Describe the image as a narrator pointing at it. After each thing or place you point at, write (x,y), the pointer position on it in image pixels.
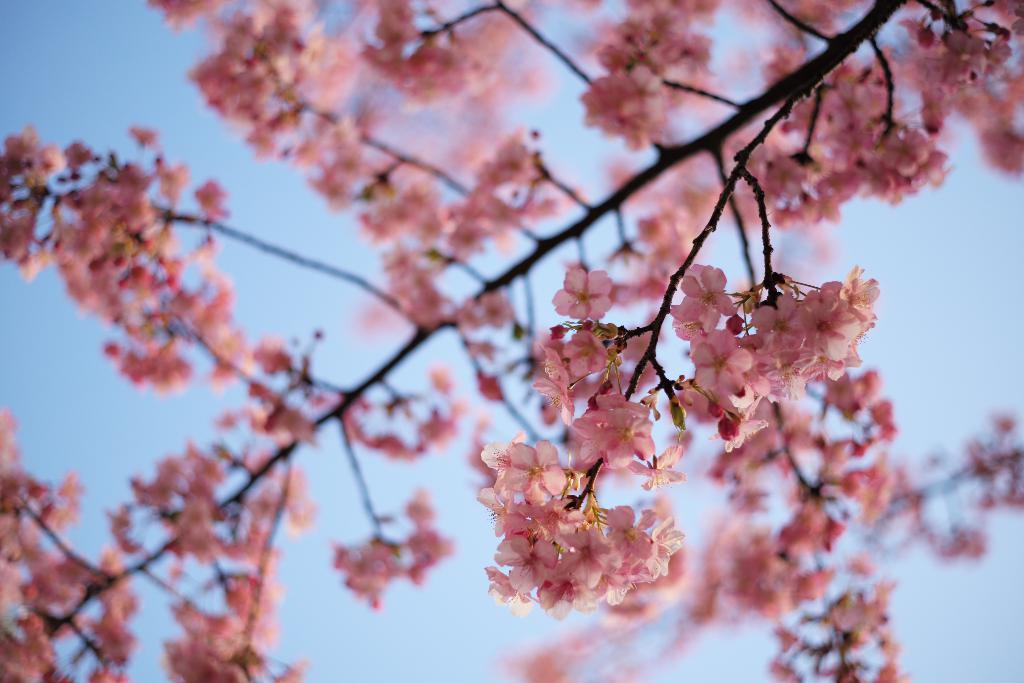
In this image I can see few flowers (710,381) which are pink in color to the tree (777,191). In the background (740,83) I can see the sky (156,125).
